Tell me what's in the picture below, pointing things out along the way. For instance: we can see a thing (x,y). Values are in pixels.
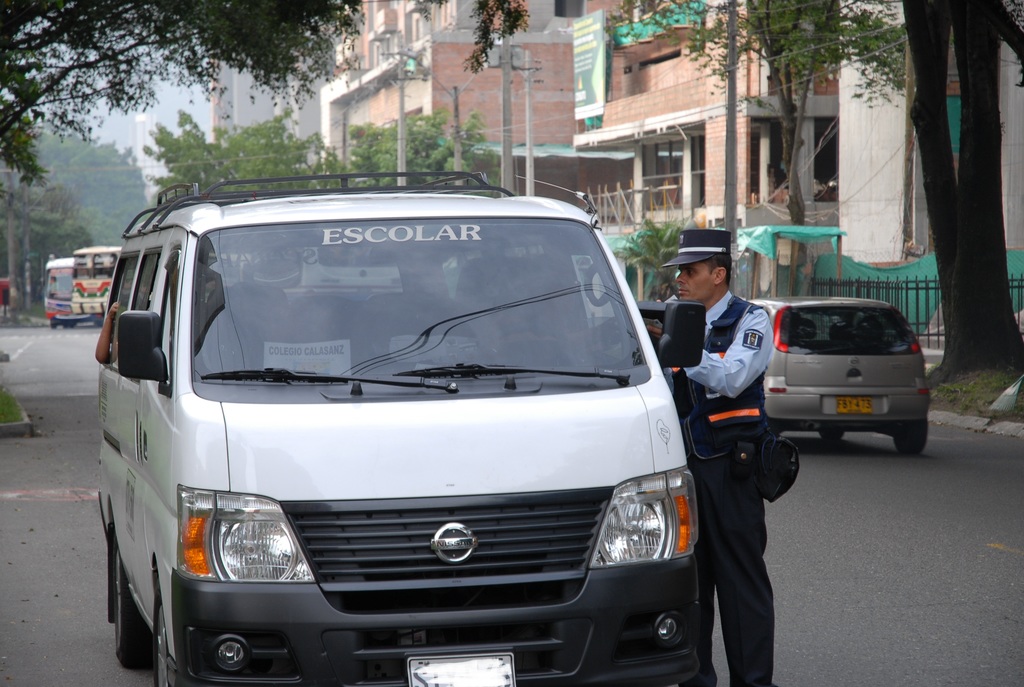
In this picture we can see a person (743,504) standing on the road (790,532) besides the vehicle (547,418). He wear a cap (682,242). There are some vehicles (569,266) on the road (964,434). On the right side of the picture (858,188) we can see buildings (614,163). This is the pole (403,145) and these are the trees (388,136). And there is a sky (187,98).
